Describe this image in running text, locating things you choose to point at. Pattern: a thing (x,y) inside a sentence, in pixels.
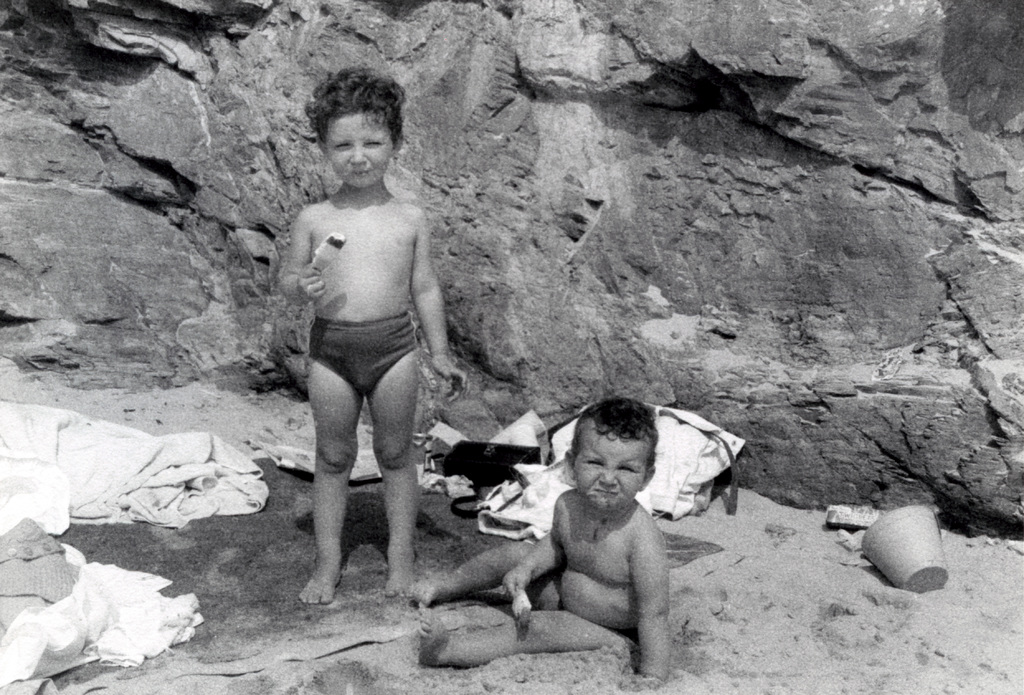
It is a black and white image there are two kids (395,437), one standing and holding ice cream (327,250) with the hand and the second one is sitting on the sand (690,618) and holding ice cream (524,593), around them there are some objects (66,509) and behind them there is a huge rock (812,222).
